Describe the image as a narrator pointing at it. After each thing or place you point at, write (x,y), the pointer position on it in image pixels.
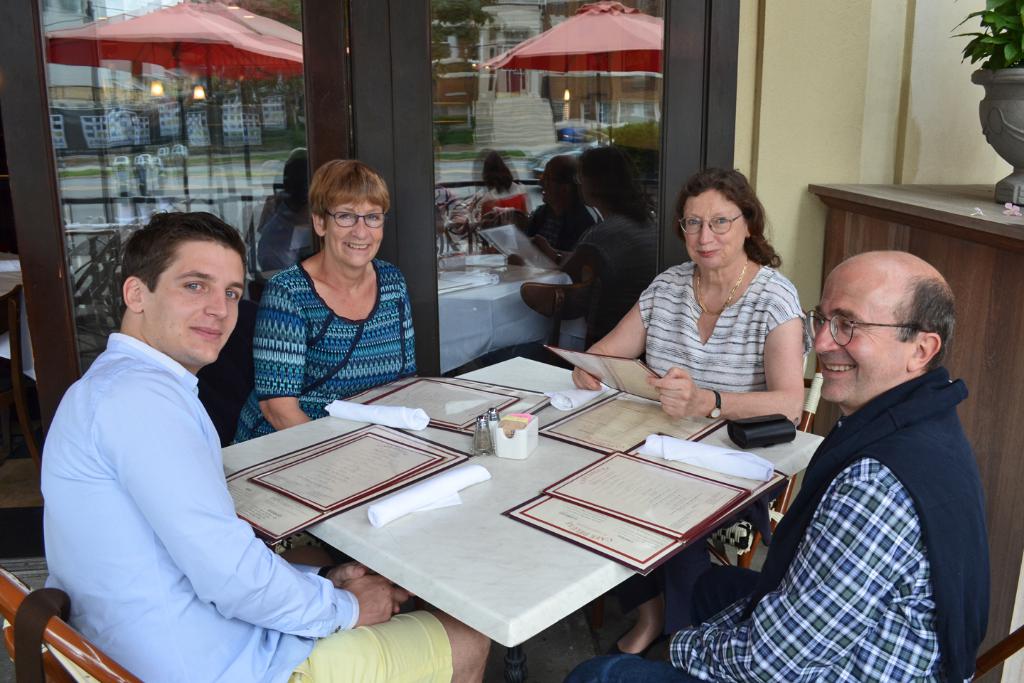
There are four people (125,488) sitting in chairs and there is a table (552,381) in front of them, Which has menus (472,394) on it.
